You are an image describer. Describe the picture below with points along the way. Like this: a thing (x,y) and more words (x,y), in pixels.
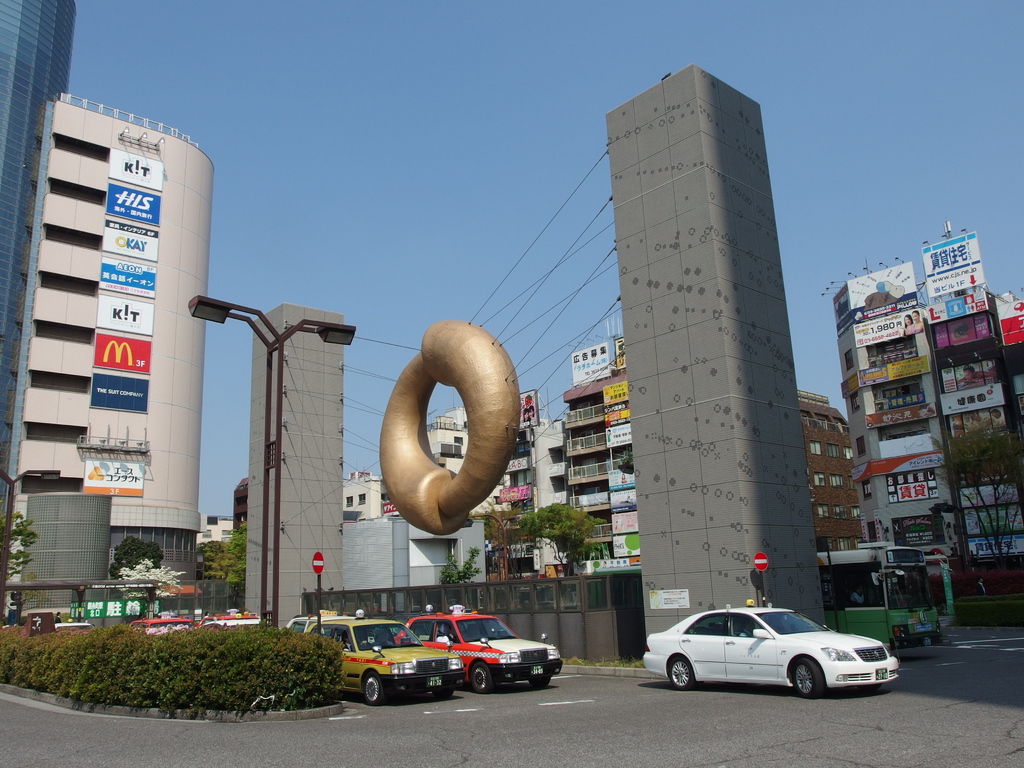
In this image we can see vehicles (693,660) are moving on the road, we can see shrubs (145,659), architecture (411,478), light poles (278,418), sign boards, tower buildings (65,483), trees (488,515) and the sky (377,239) in the background (262,198).
